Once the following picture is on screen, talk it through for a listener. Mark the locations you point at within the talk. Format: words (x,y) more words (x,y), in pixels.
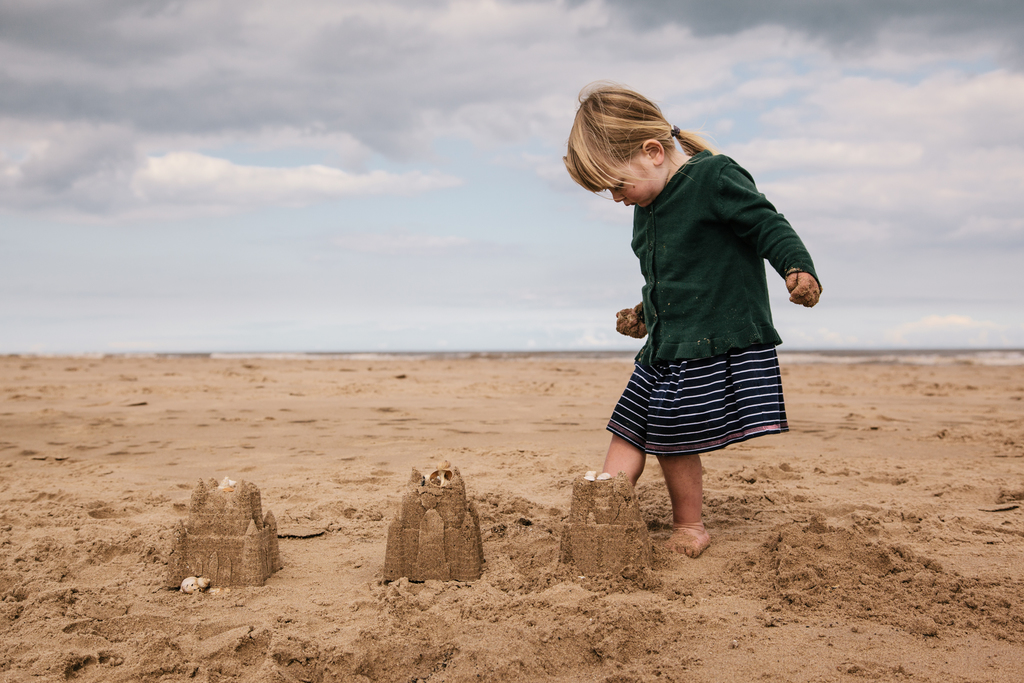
In this image we can see a girl (687,180) standing on the sand (670,515) and there are sand houses (191,568). In the background (56,44) there is sky (444,244) with clouds (918,176).
